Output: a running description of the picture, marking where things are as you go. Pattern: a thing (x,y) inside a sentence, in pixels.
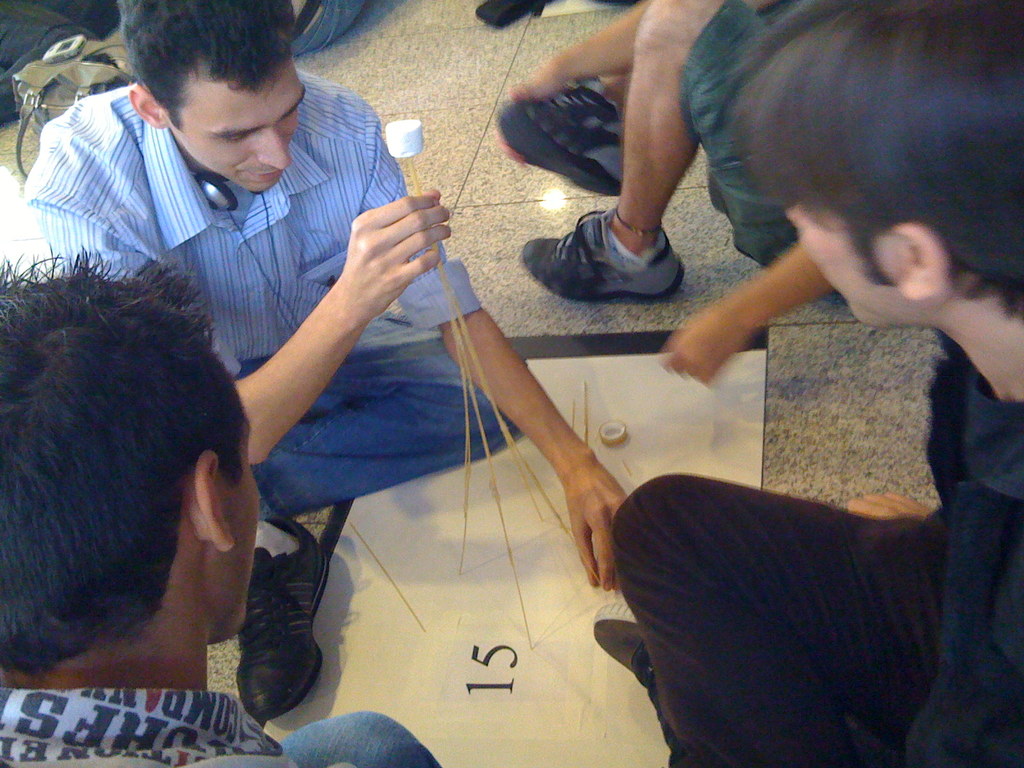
In the center of the image (575,299) we can see a few people (602,566) are in different costumes (754,614). Among them, we can see one person (402,422) is holding some objects (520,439). Between them, we can see the paper (522,522). And we can see some numbers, one tape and thin sticks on the paper (495,599). In the background (64,76), we can see a few other objects (76,73).
